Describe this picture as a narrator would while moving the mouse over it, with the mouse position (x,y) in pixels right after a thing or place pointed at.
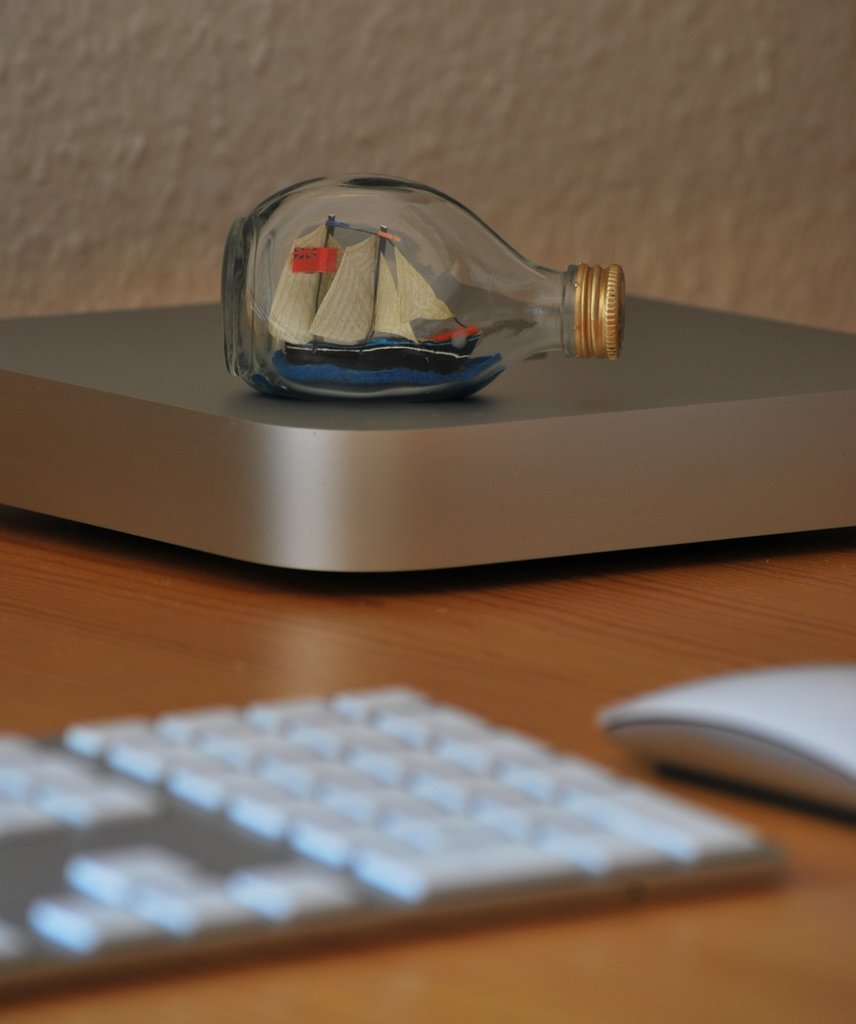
In this image there is a bottle (437,290) and a keyboard (320,874) which is on the table (646,994). In the background (325,111) there is a wall (325,111).
